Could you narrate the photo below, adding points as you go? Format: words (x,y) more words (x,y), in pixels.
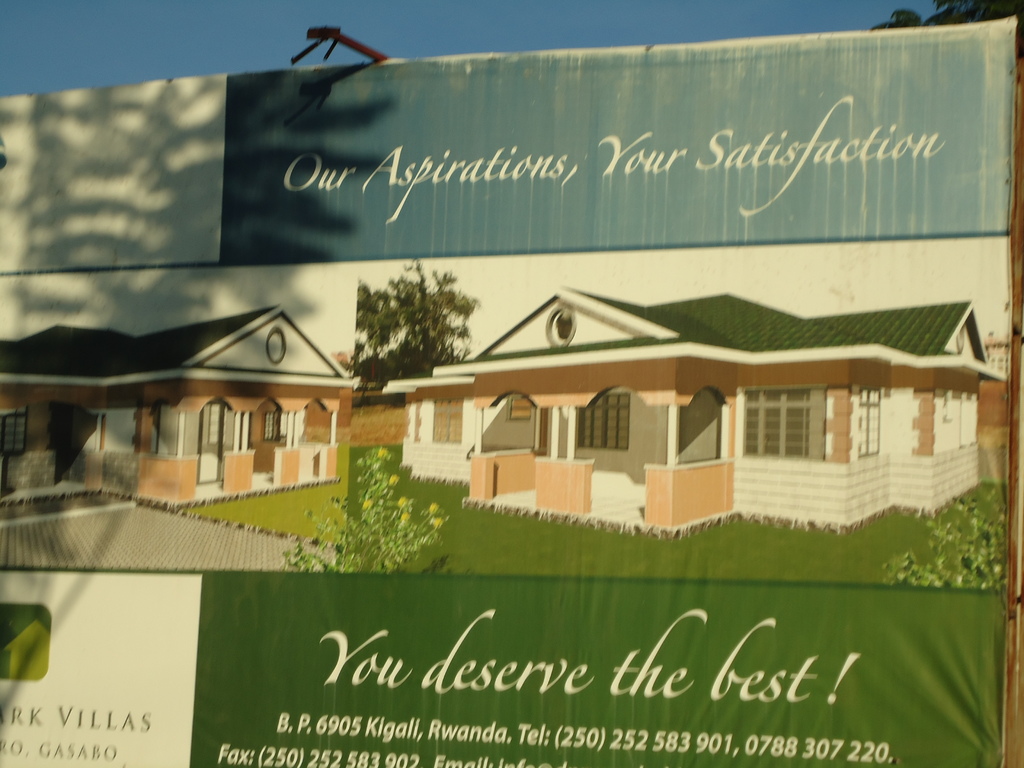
This image consists of a board (310,277) on which there is a banner (652,483). It consists of a building (26,490) along with a text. At the top (92,2), there is sky (190,44).
